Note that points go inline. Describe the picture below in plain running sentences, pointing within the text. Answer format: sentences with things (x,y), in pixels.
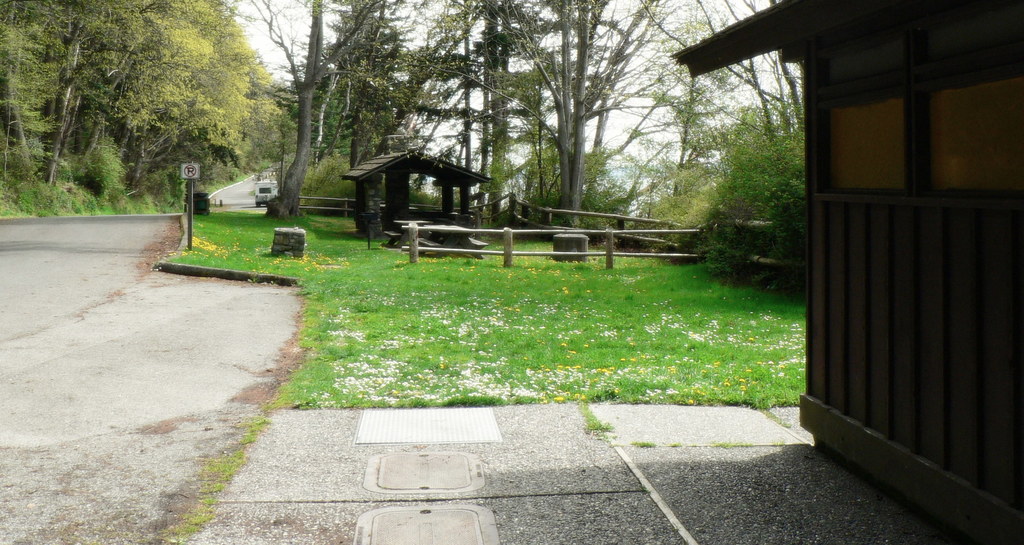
On the right (883,296) we can see the wooden house (958,160). In the center (404,197) there is a hut (396,164), beside that we can see a wooden table (403,221) and bench (399,234). In the background (254,187) there is a car (266,190) on the road (262,205). On the left (198,164) there is a sign boards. In the right (706,104) background (768,140) we can see many trees (788,140). At the top (453,120) there is a sky (417,33). At the bottom (488,377) we can see the green grass (459,373).
